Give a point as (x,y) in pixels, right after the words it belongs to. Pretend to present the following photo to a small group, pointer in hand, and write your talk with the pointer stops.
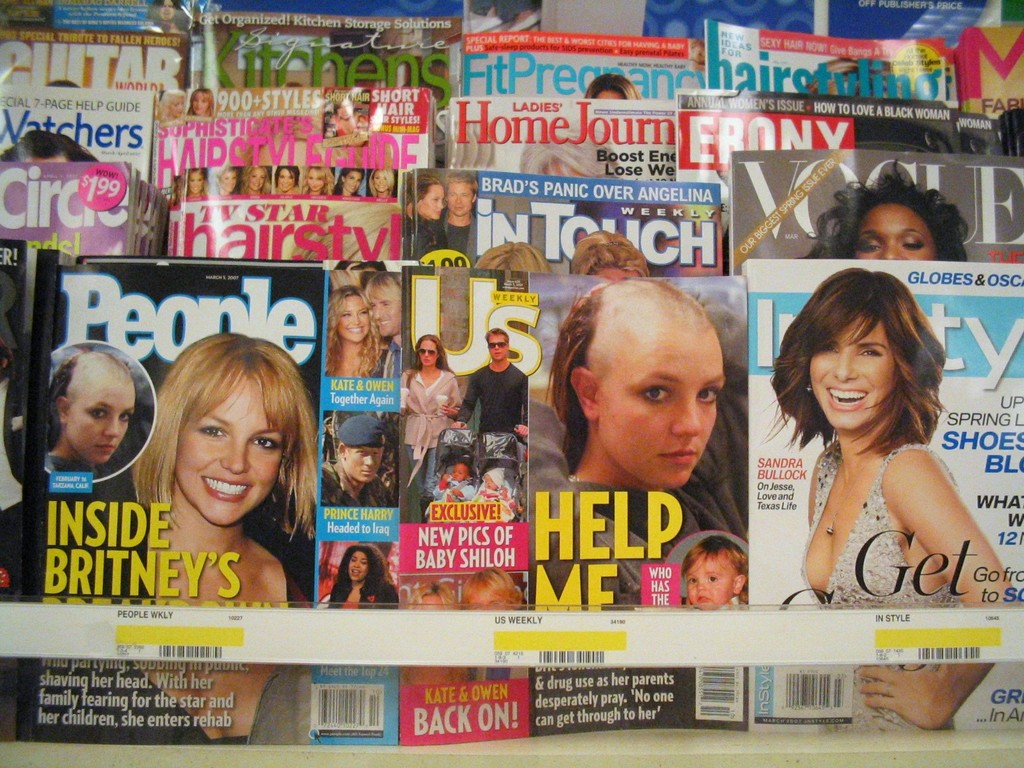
In this image there are magazines (608,412) on the rack (605,734).
